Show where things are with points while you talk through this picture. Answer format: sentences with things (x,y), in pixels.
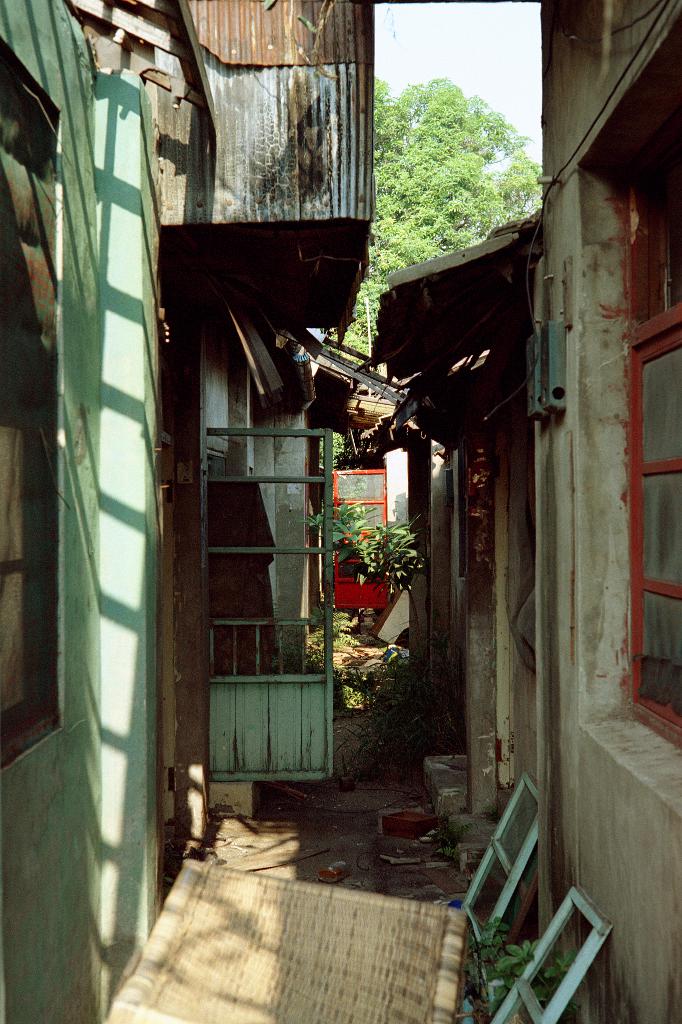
In this image I can see the houses (80,583) with windows (28,317) and doors (278,619). I can see the plants (377,709) and wooden objects (333,921). In the background (380,166) I can see the trees (421,128) and the sky (418,52).
